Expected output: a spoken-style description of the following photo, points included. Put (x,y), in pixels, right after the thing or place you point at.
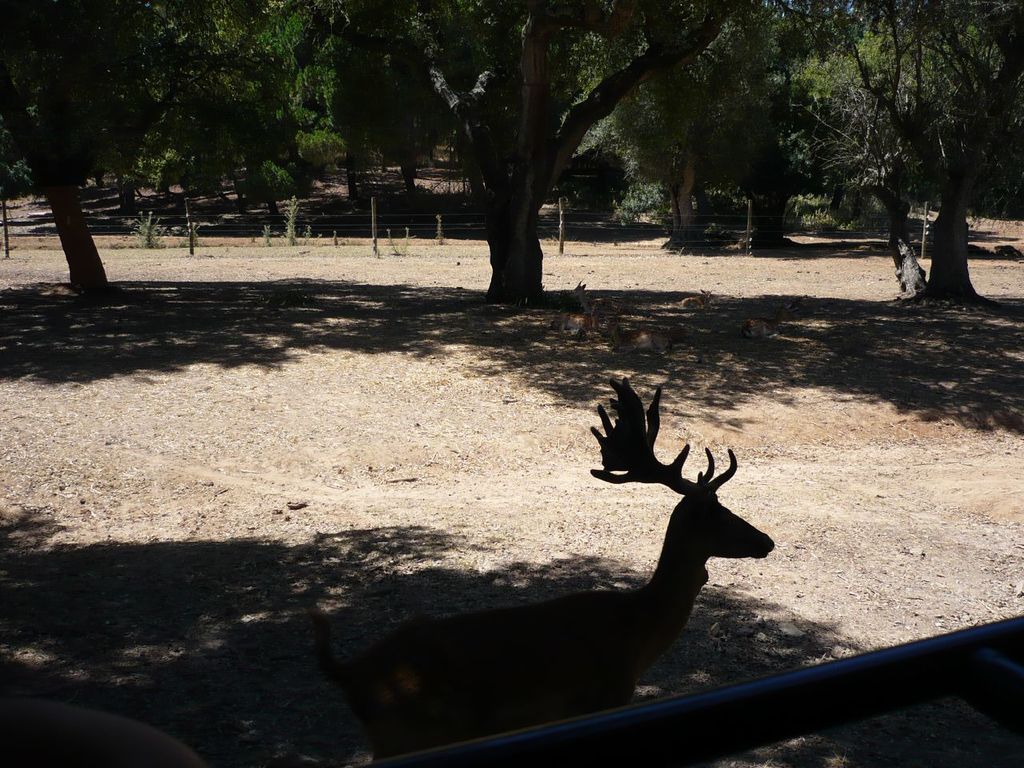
This image is clicked outside. In this image we can see a deer (700,546) standing on the ground (362,615). At the bottom (380,518), there is a ground (374,487). In the background (552,137), there are trees (688,119).
